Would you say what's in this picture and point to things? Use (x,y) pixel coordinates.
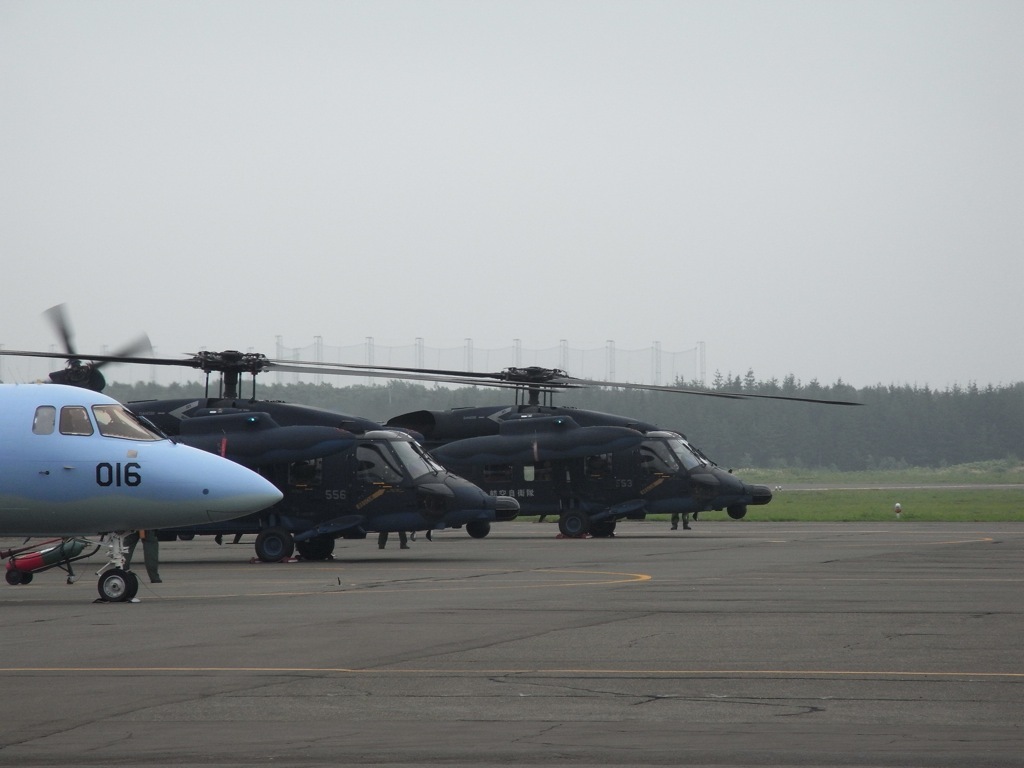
In this image, we can see helicopters (580,533) on the road (441,574) and there are people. In the background (789,390), there are trees (835,422). At the top (53,205), there is sky (228,109).
